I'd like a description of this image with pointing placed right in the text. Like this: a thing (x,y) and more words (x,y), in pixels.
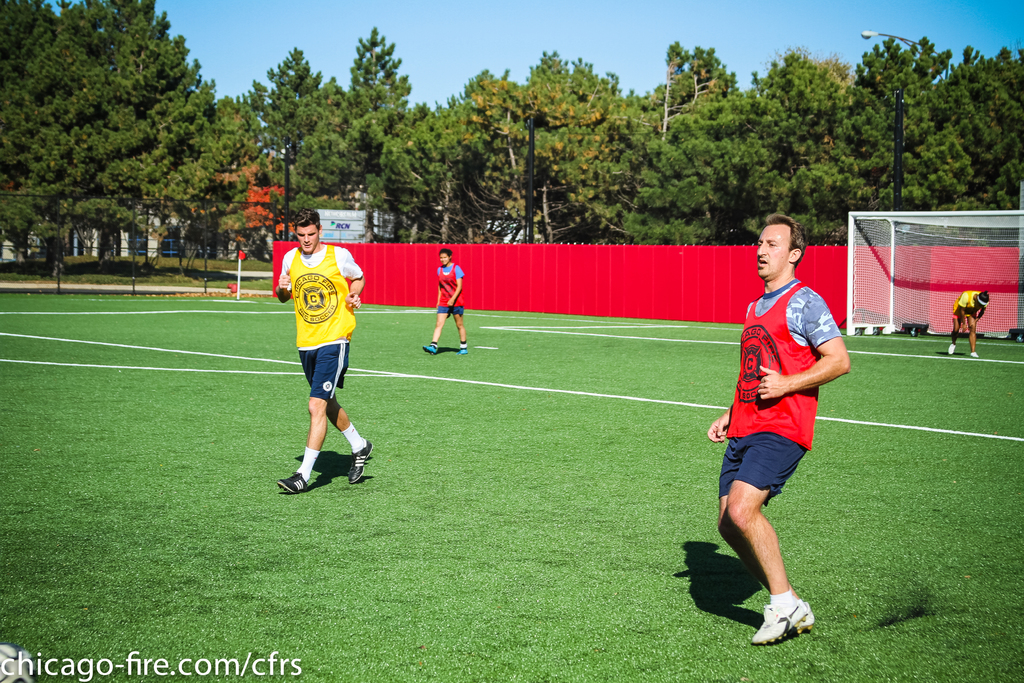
In this image two persons (346,270) are walking on the grassland (387,443). Behind them there is a fence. Right side (782,385) two persons (751,474) are on the grassland (885,483). Behind them there is a net (921,244). Behind it there is a street light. Background (936,60) there are few trees (195,240) and buildings (155,245). Top of the image (508,33) there is sky (485,23).
